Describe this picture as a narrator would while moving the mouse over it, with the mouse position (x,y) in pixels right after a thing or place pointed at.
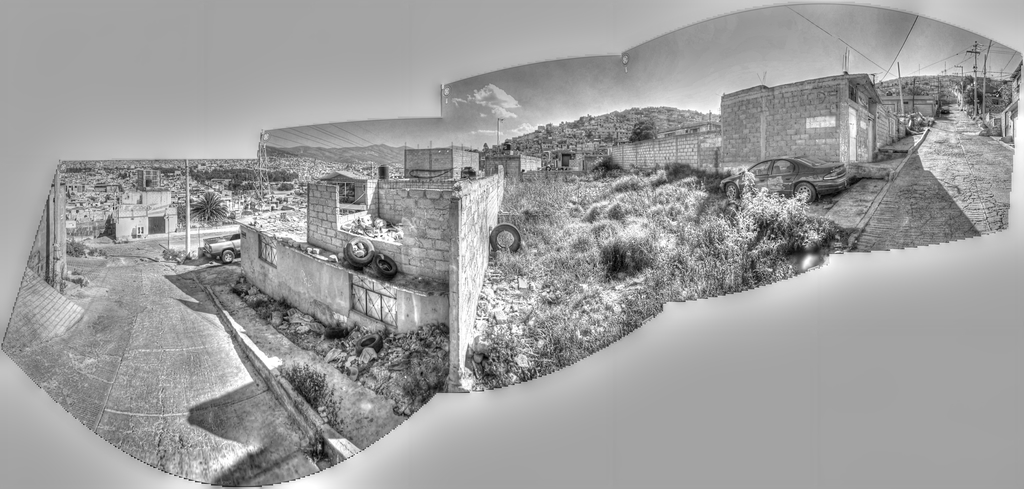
In this image we can see roads (163,312), vehicles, tires (495,241), walls (404,194) and buildings (415,168). In the background (675,66) there is sky (656,91). Also there are electric poles (186,162) with wires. And this is a black and white image.
